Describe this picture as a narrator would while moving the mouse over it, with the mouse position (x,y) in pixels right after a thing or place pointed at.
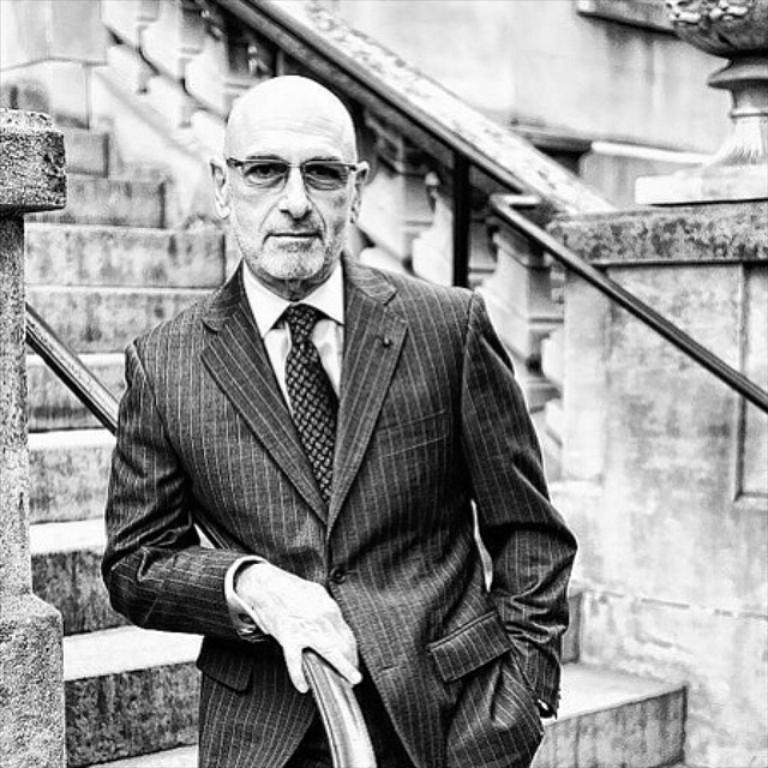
In this image I can see a man (319,386) is standing, I can see is wearing formal dress (311,377) and specs (313,164). In the background (77,124) I can see stairs (561,732) and I can see this image is black and white in colour.
